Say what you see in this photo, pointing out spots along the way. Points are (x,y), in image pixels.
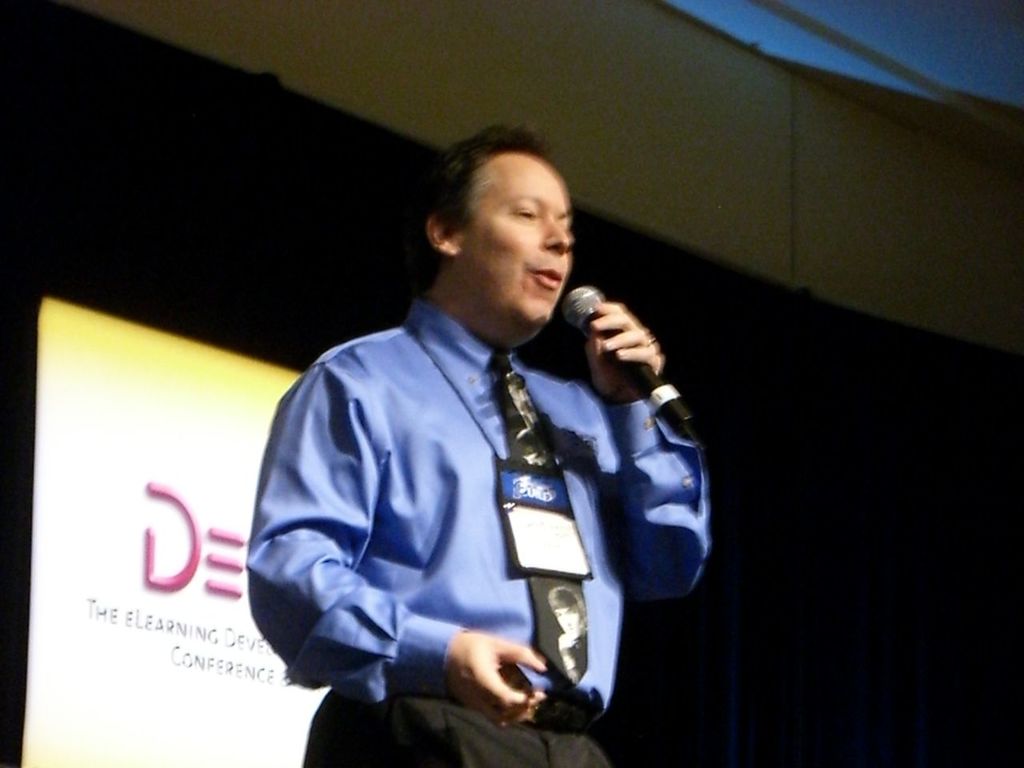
He is standing. He's holding a mic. He's wearing a id card (532,505).
